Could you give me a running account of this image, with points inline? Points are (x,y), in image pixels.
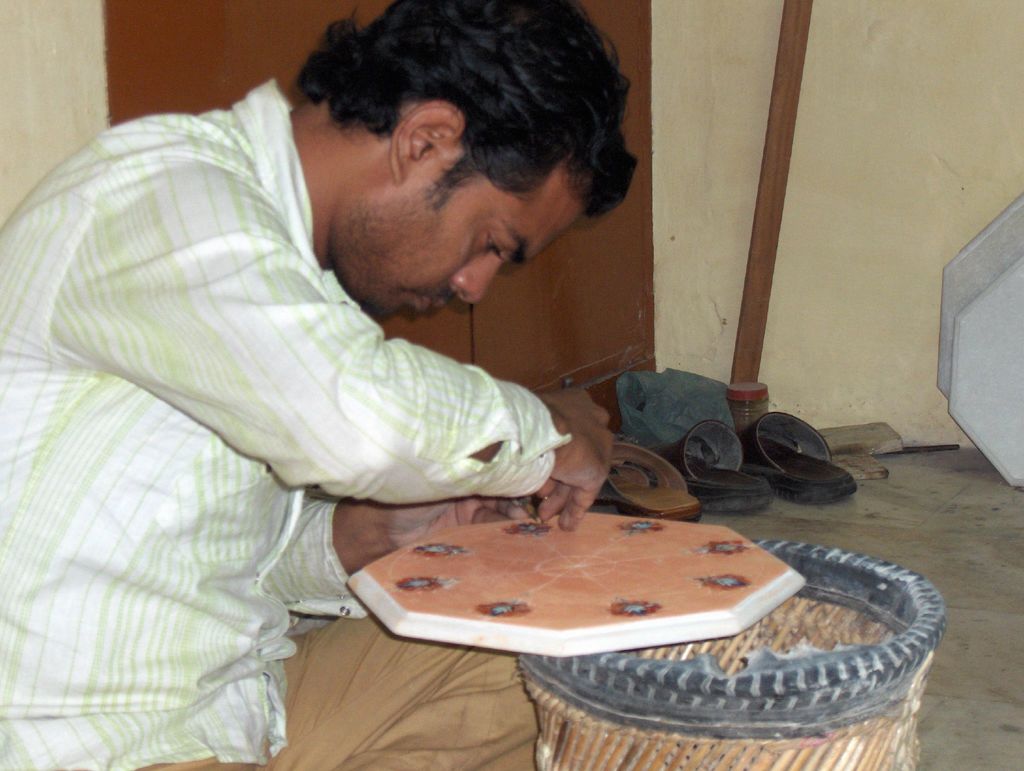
In this image a person (196,345) is sitting and working on an object (724,561), behind there are few foot-wears (770,421) and a wooden stick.
